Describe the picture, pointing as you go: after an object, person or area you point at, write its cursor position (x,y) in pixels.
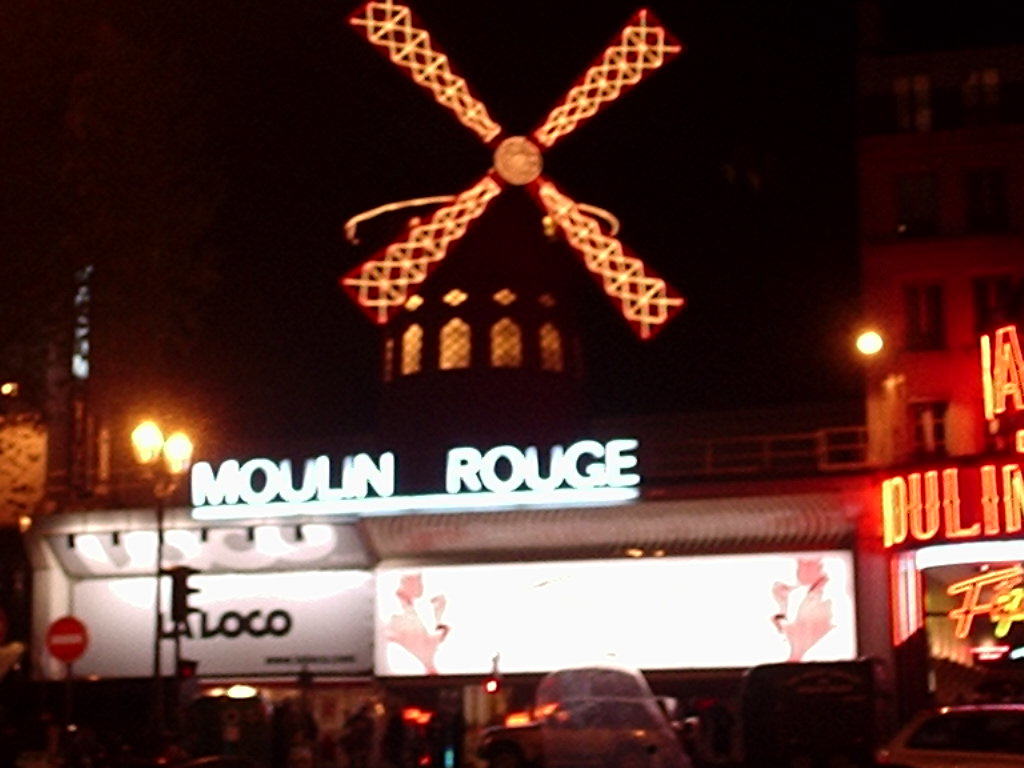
Here we can see buildings (804,471), boards (835,625), lights (512,502), and poles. There are cars (674,733).
